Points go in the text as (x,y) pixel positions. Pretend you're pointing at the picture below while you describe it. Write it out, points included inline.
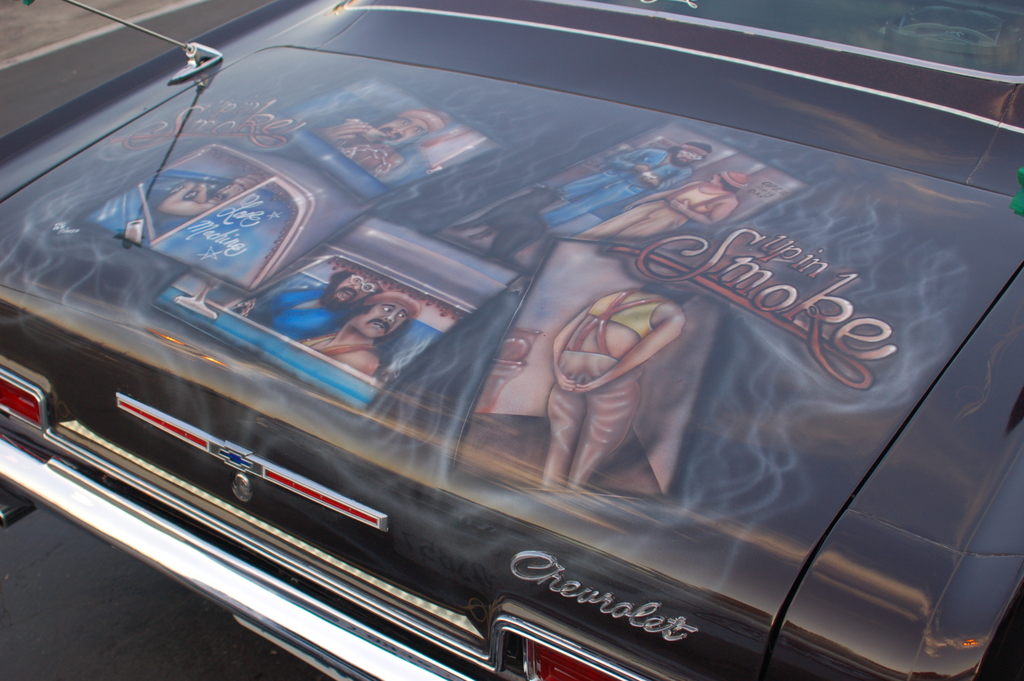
In the foreground of this image (296,238), there are paintings (576,221) on the boot (225,490) of the car (505,577) which is on the road (52,638).
